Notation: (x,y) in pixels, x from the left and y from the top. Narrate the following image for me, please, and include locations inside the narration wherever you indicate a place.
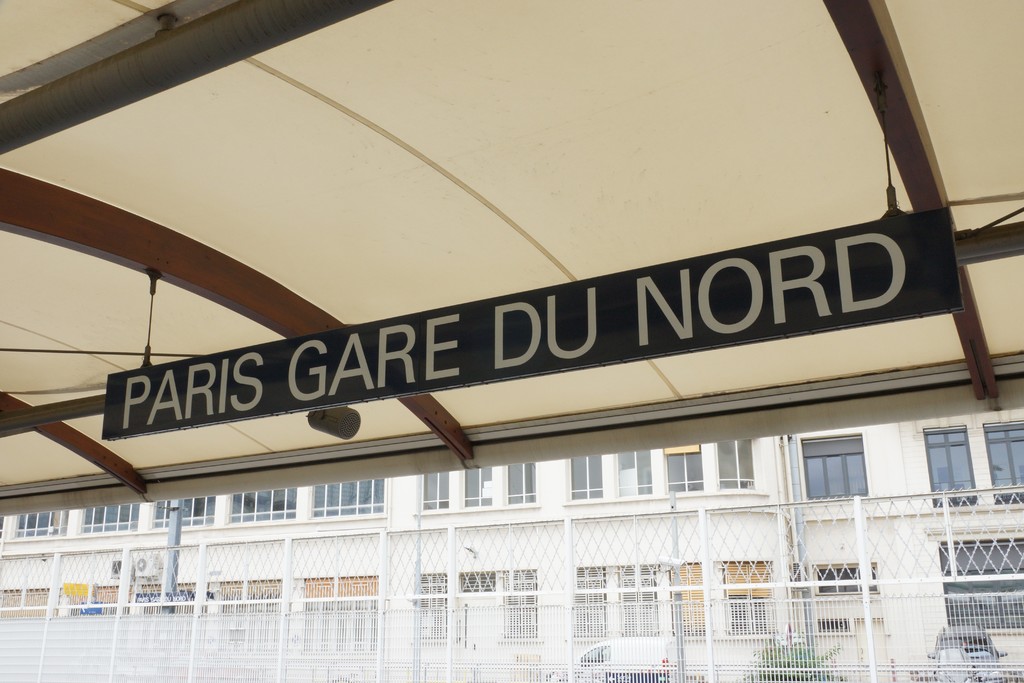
In this picture there is a text (812,247) on the board (715,314) and there is a board (512,347) under the roof (592,209). At the back (884,444) there is a building (749,487) and there are poles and there is a plant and vehicle (934,659). In the foreground (789,676) there is a fence (646,559).
